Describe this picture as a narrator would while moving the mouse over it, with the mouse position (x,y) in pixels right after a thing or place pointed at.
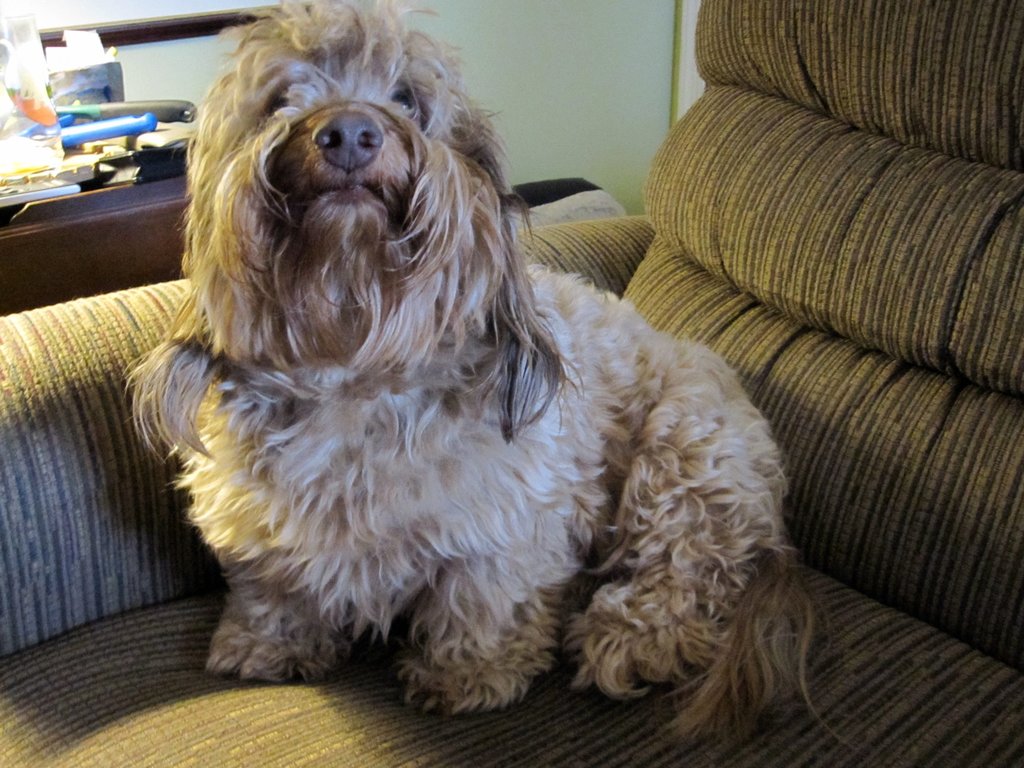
In this image I can see a dog (451,472) which is brown, cream and black in color on a couch (269,725) which is green in color. In the background (691,88) I can see the wall (577,35) and few other objects (60,61).
